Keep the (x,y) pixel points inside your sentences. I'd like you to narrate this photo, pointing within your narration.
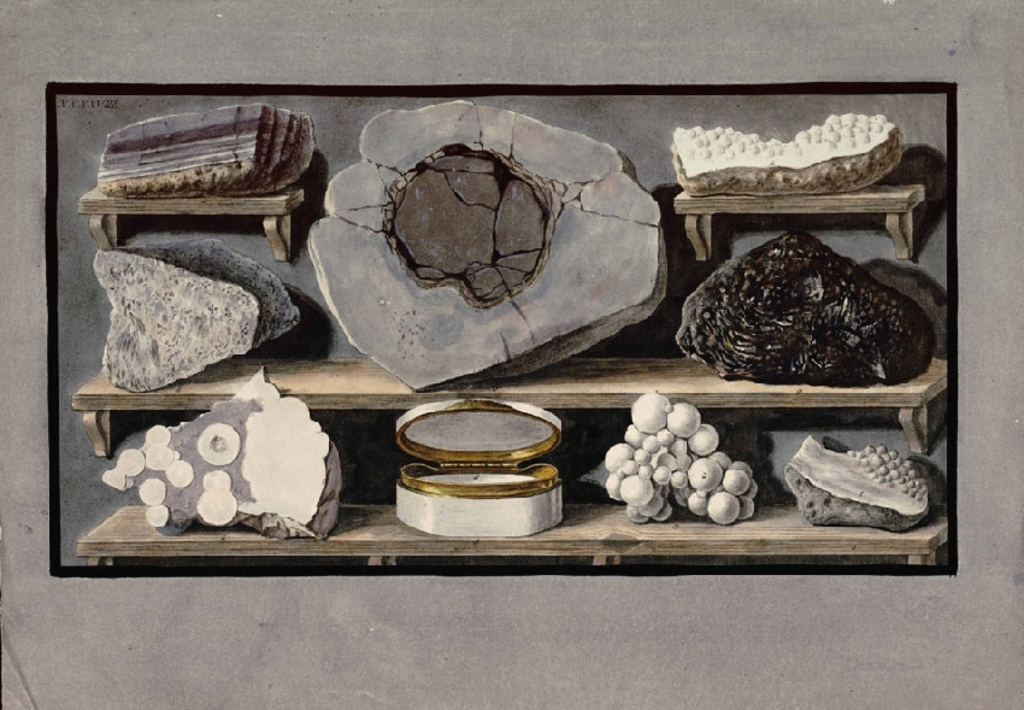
In this picture I can see the poster (619,331) which is placed on the wall (457,689). In the poster (494,254) I can see some stones (323,220), boxes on the racks (404,389).
